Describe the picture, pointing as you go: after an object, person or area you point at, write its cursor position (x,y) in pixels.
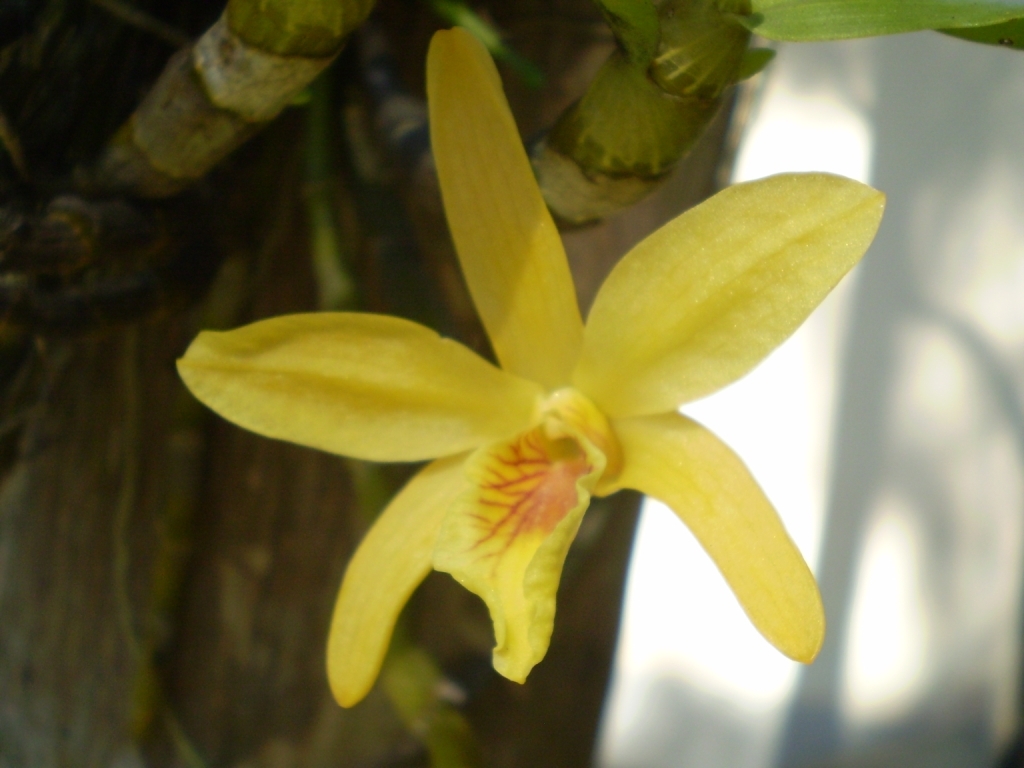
In this picture, in the middle (603,412), we can see a flower (563,308) which is in yellow color. On the left side (142,153), we can see a tree (121,426). On the right side (954,354), we can see white color.
